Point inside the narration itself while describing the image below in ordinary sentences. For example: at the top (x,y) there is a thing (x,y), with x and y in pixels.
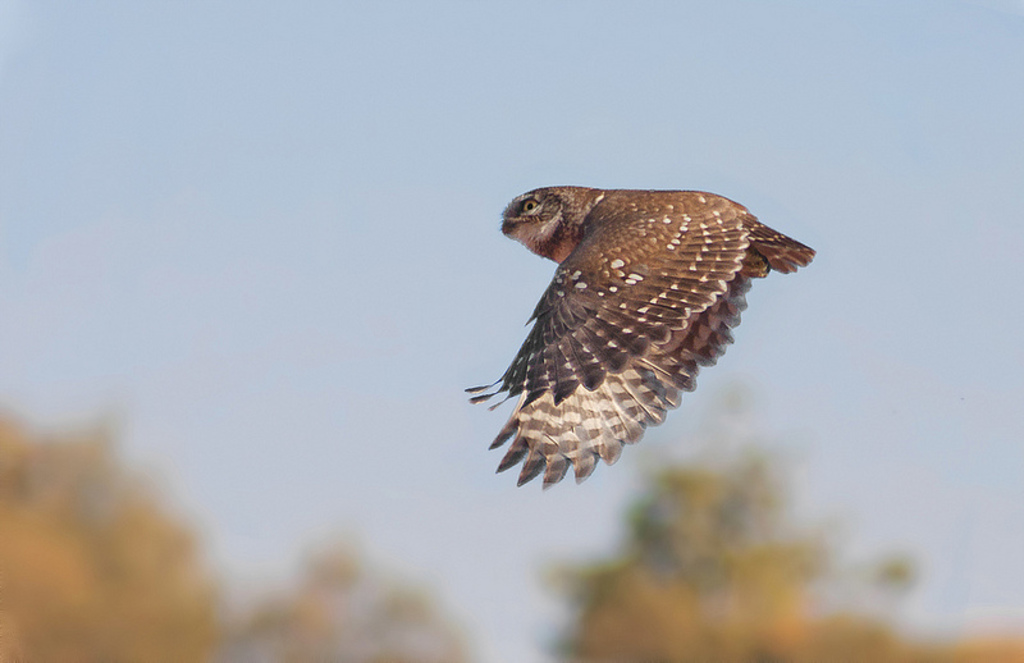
In this image an owl (571,232) is flying in the sky (420,293). In the background (663,592) there are trees (668,591). The sky (437,148) is clear.
